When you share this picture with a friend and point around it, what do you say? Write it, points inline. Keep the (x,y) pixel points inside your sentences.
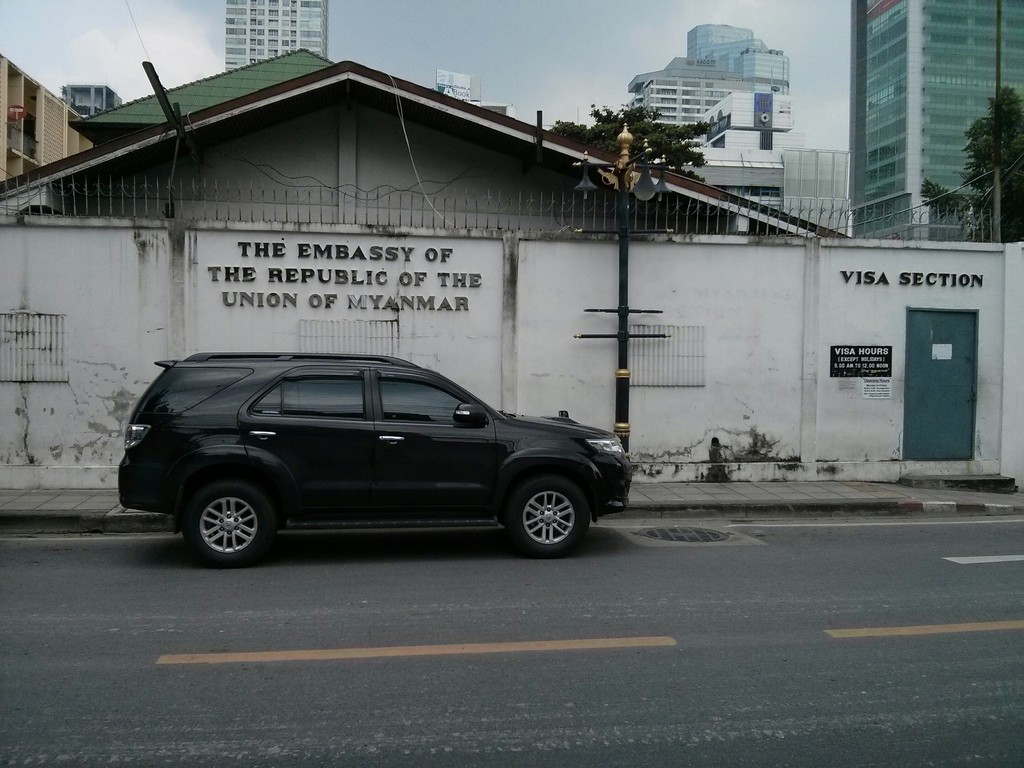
In this image, I can see a car (389,466) on the road (488,630). There are buildings (768,155), trees (1009,157) and I can see the lights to a pole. In the background (514,69), there is the sky (524,35). I can see a name board (329,299) attached to the building wall (526,318).
